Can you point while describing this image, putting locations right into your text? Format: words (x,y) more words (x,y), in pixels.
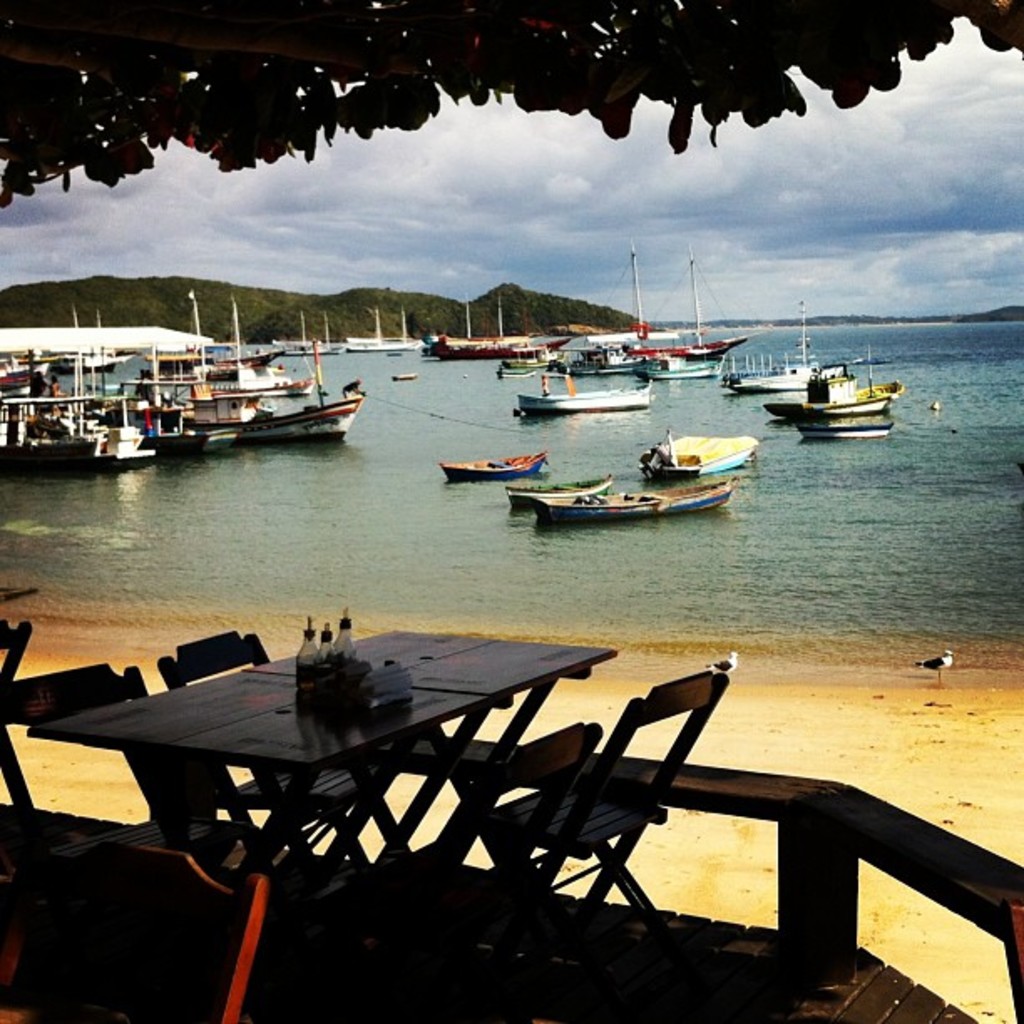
In this image we can see few boats (526,374) on the water (549,416), birds (939,657) on the ground (865,709), there is a table (449,716), chairs (74,687) on the wooden floor (624,912) and there are bottles (343,631) and few objects (352,683) on the table (310,707) and there is a tree (332,29) and in the background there are mountains (473,305) and the sky (622,184) with clouds (895,199).
